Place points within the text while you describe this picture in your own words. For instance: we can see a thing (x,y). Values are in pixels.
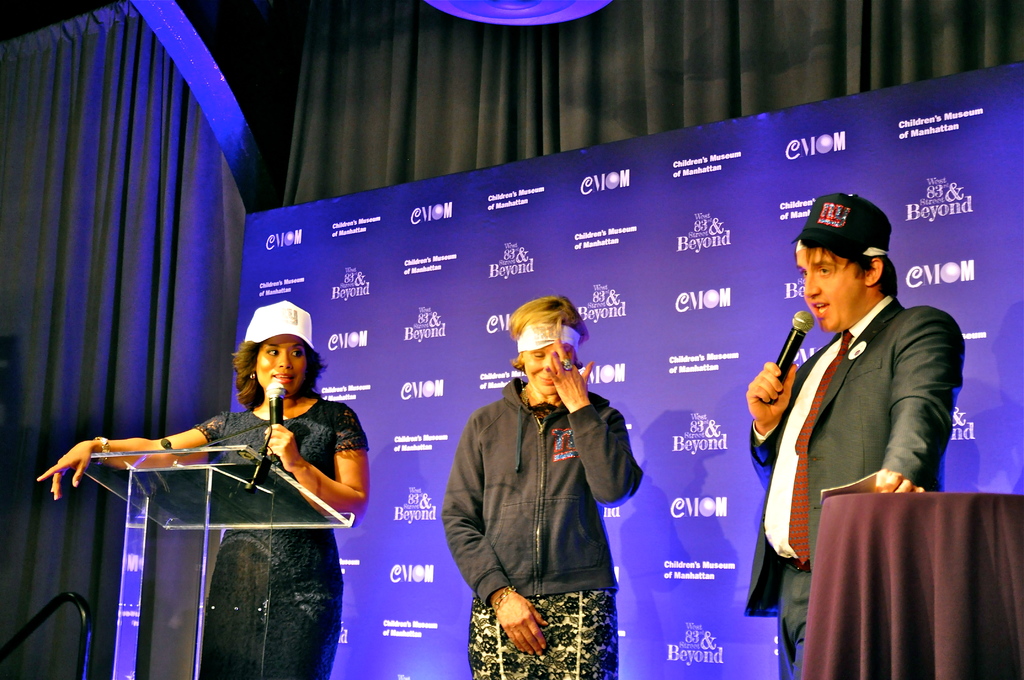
In this image I can see three people (539,476) with different color dresses (519,493) and I can see two people (879,289) wearing the caps (808,238) and holding the mics (782,380). In-front of one person (294,440) I can see the podium (190,511). To the right (912,629) I can see the cloth (906,617). In the background (324,108) I can see the banner (729,598) and the curtains (324,108).
